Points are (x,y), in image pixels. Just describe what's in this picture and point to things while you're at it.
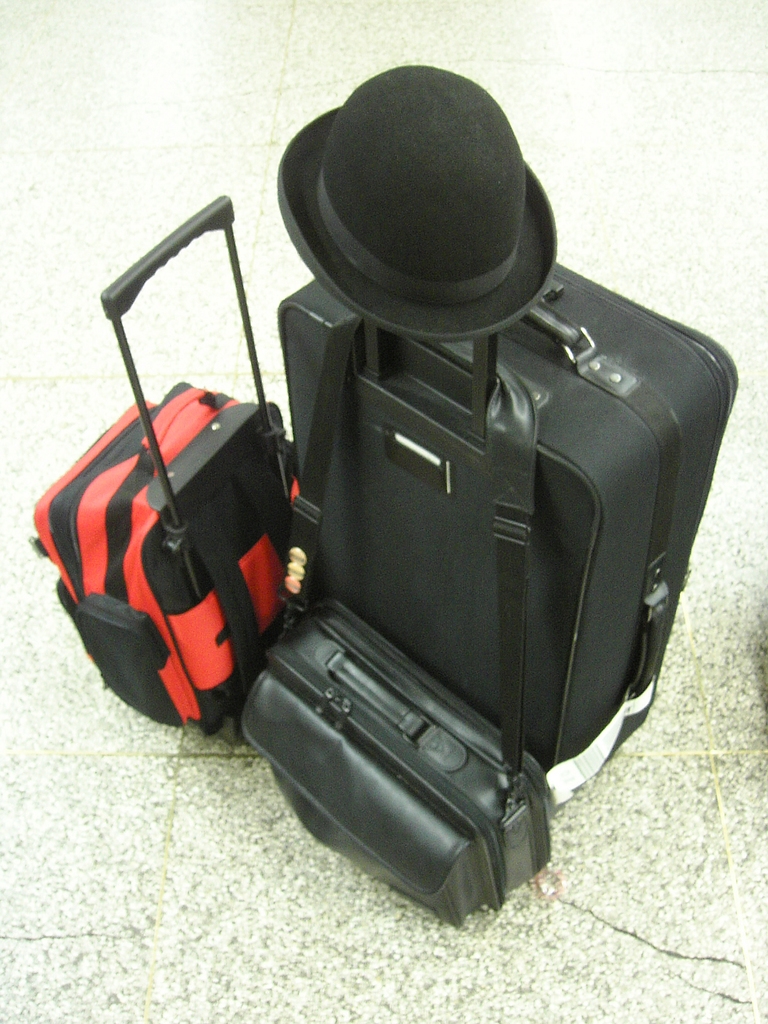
We can see luggage bags (396,571), hand bag (289,753) on the floor (334,881) and we can see cap (398,258) on the luggage bag (635,460).
